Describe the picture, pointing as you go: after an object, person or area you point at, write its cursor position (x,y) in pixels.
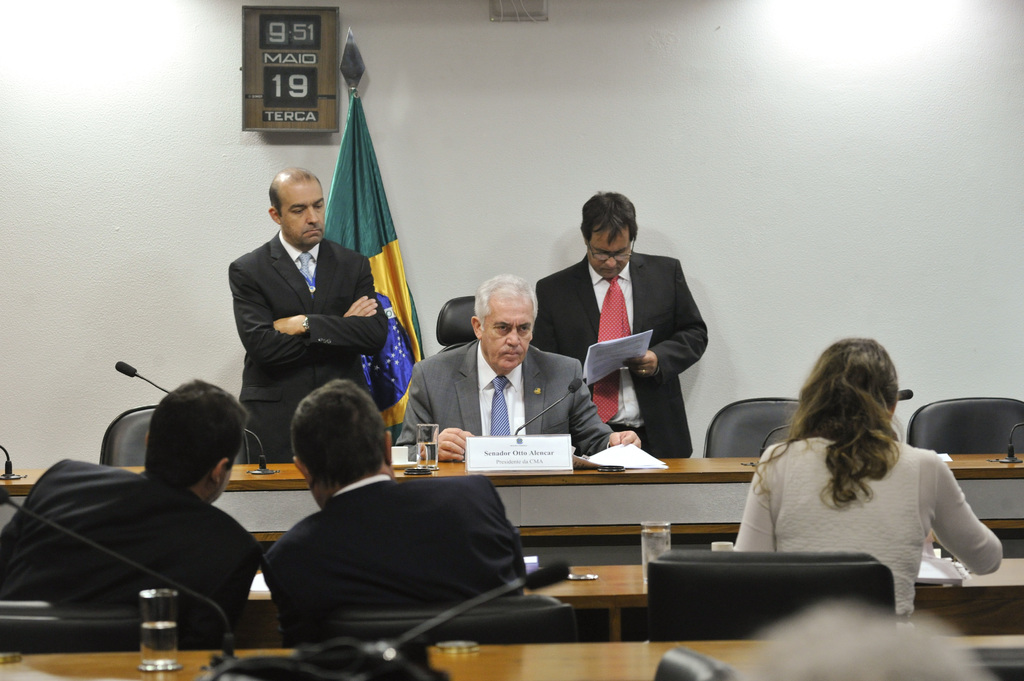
In this picture we can see four persons (740,545) are sitting on the chairs (756,584). This is table (615,583). On the table (613,487) there is a glass (147,606). Here we can see two persons (571,288) standing on the floor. On the background (628,152) there is a wall (510,150) and this is flag (362,244).
